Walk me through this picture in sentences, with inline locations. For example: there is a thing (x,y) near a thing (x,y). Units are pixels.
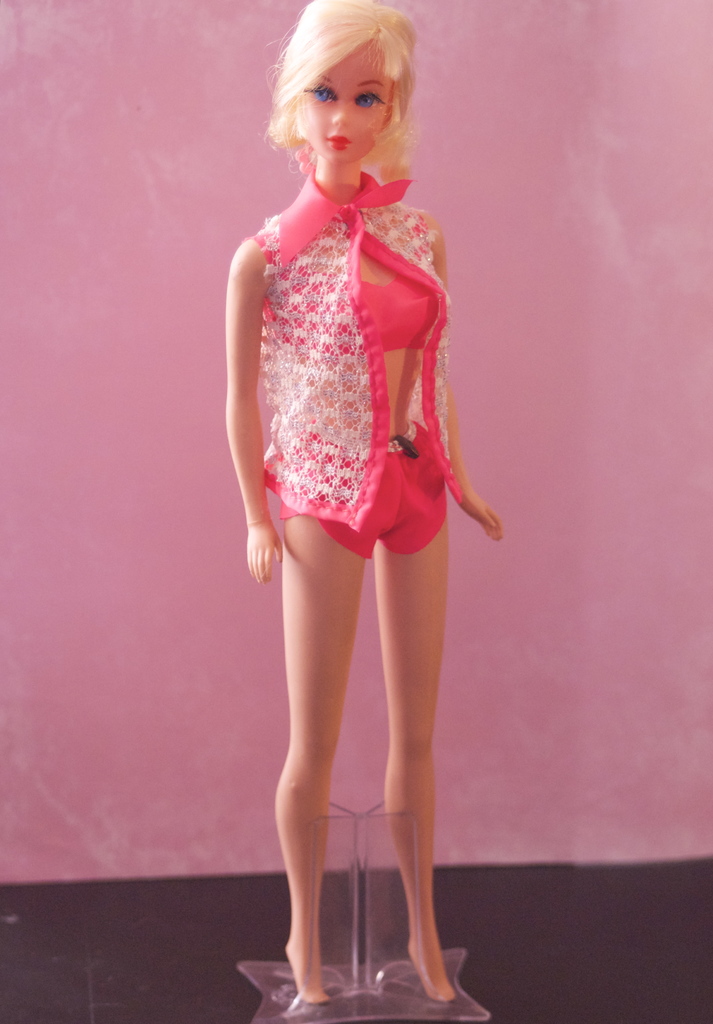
In this image in the center (390,440) there is one toy (315,531) and in the background (500,679) there is a wall (126,426), at the bottom (335,902) there is glass box (406,908).
